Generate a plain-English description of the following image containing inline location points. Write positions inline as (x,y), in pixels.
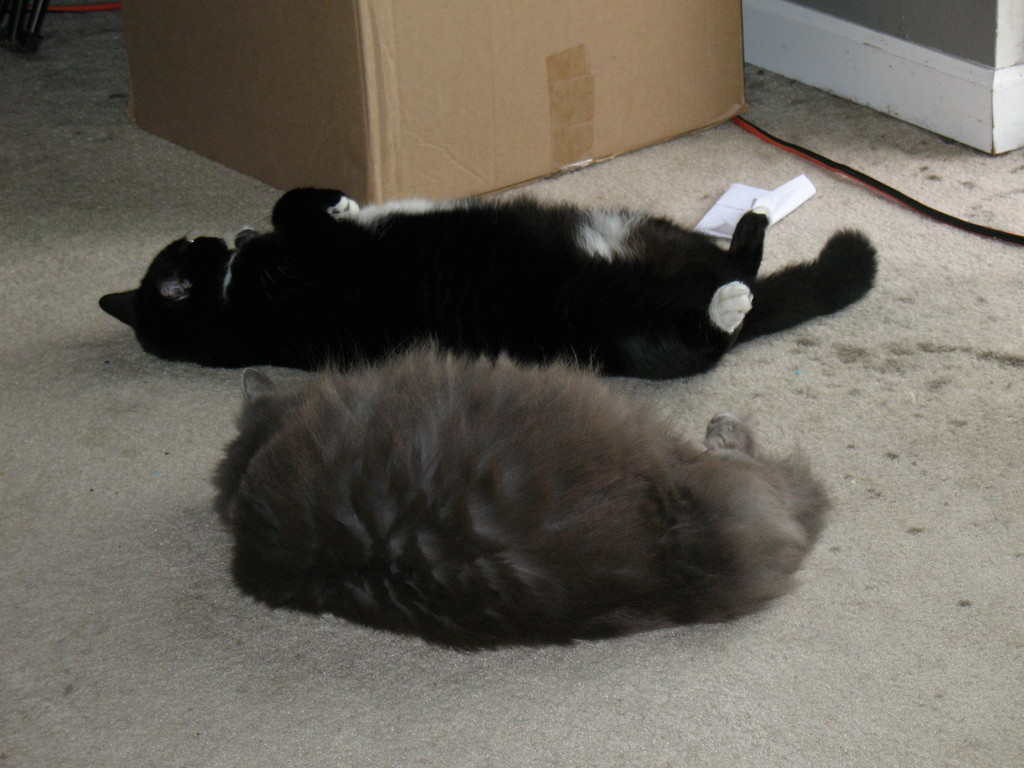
In this image I can see two animals (468,599) and they are in brown and black color. Background (494,133) I can see the cardboard box (319,60) and the wall (971,46) is in grey and white color.
